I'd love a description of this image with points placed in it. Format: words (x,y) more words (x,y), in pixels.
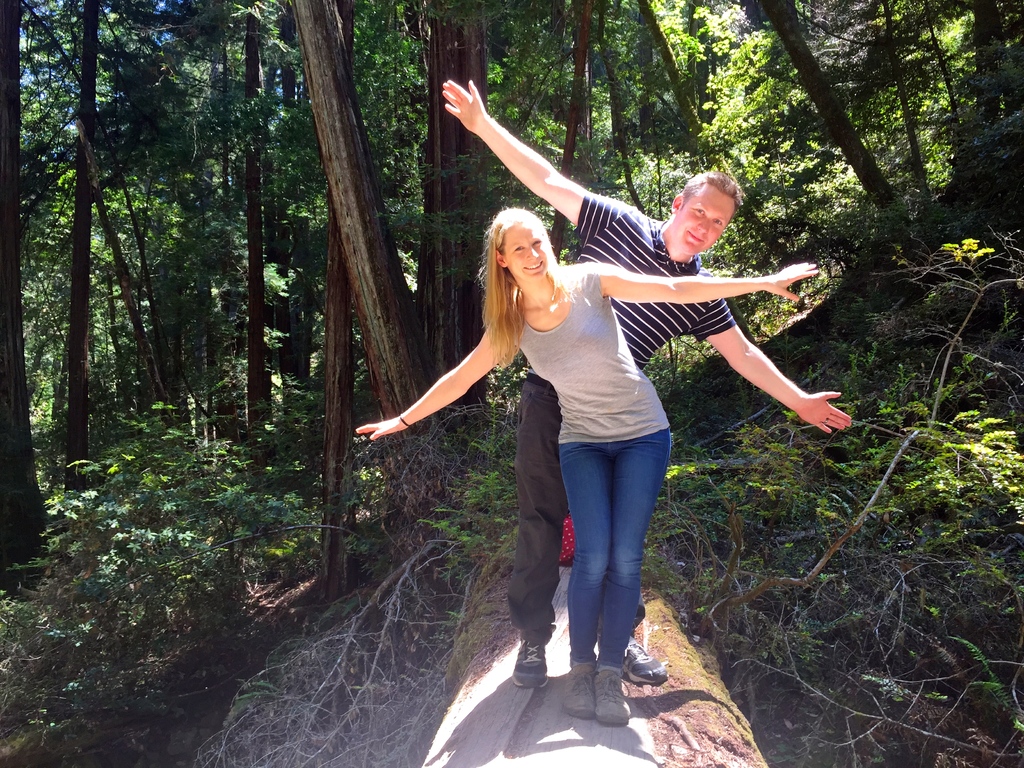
Here we can see two people (641,392). Background (547,89) there are plants (106,501) and trees (485,74).
